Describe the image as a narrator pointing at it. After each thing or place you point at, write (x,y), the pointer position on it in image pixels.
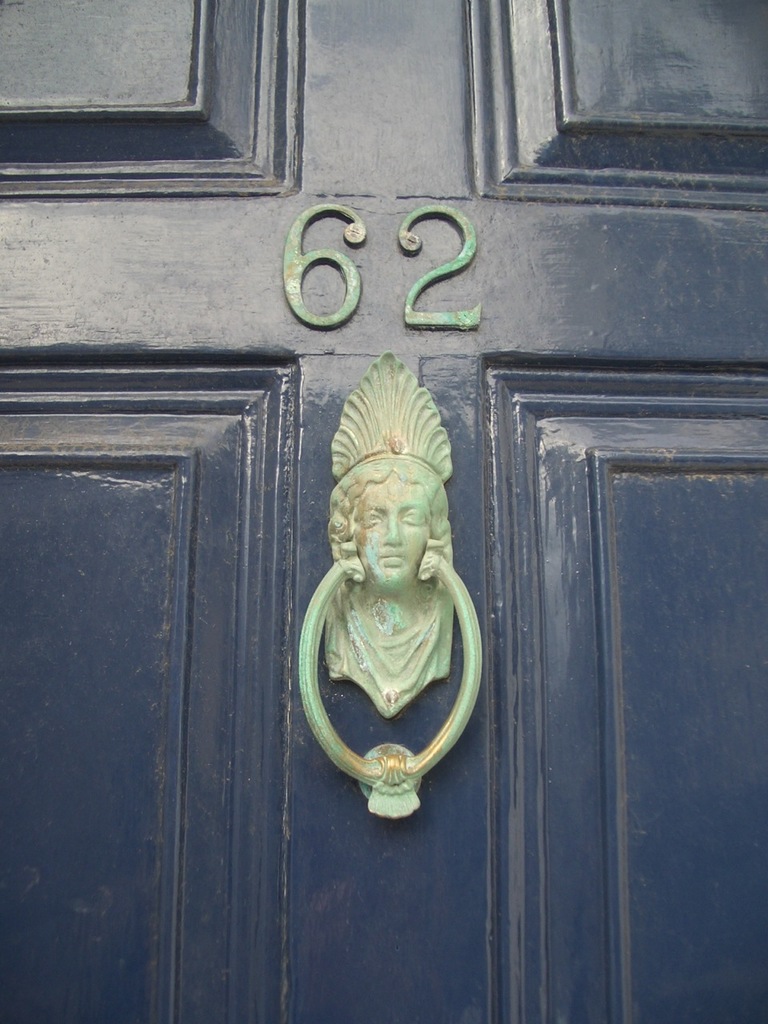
In the foreground of this image (354,505), there is a knocker (438,513) on a door (555,414) and also we can see two digits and a sculpture (413,524).
